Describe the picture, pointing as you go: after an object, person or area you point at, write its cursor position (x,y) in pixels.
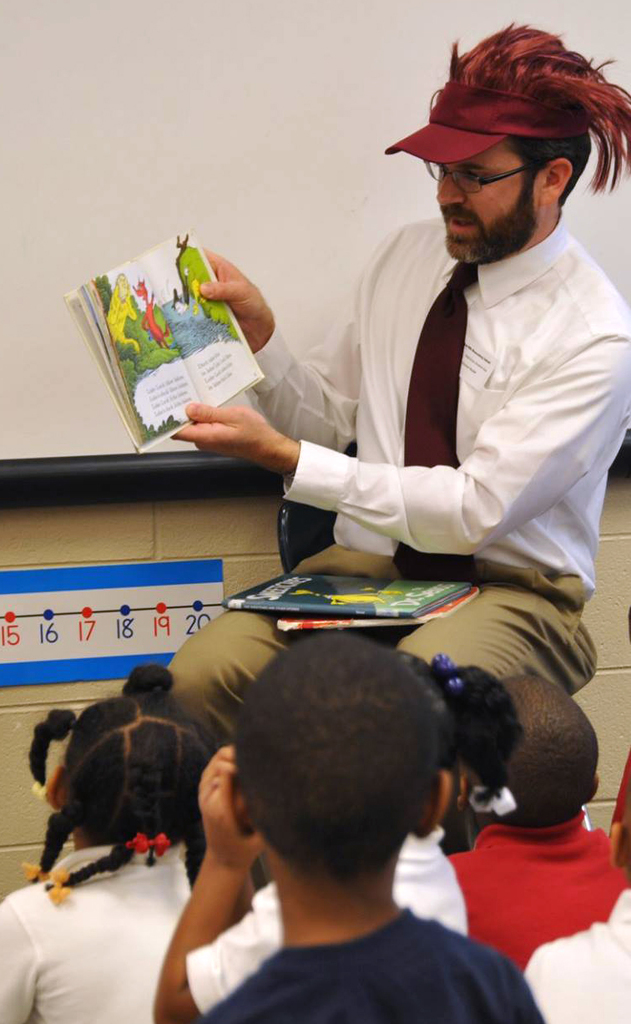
In the foreground of the picture (351,804) there are kids (326,821) sitting. In the center of the picture (318,468) there is a person (412,497) holding books (369,603) and wearing a cap (473,124). On the left (87,624) there is a board (134,621). In the background (250,214) it is projector screen (214,113).
